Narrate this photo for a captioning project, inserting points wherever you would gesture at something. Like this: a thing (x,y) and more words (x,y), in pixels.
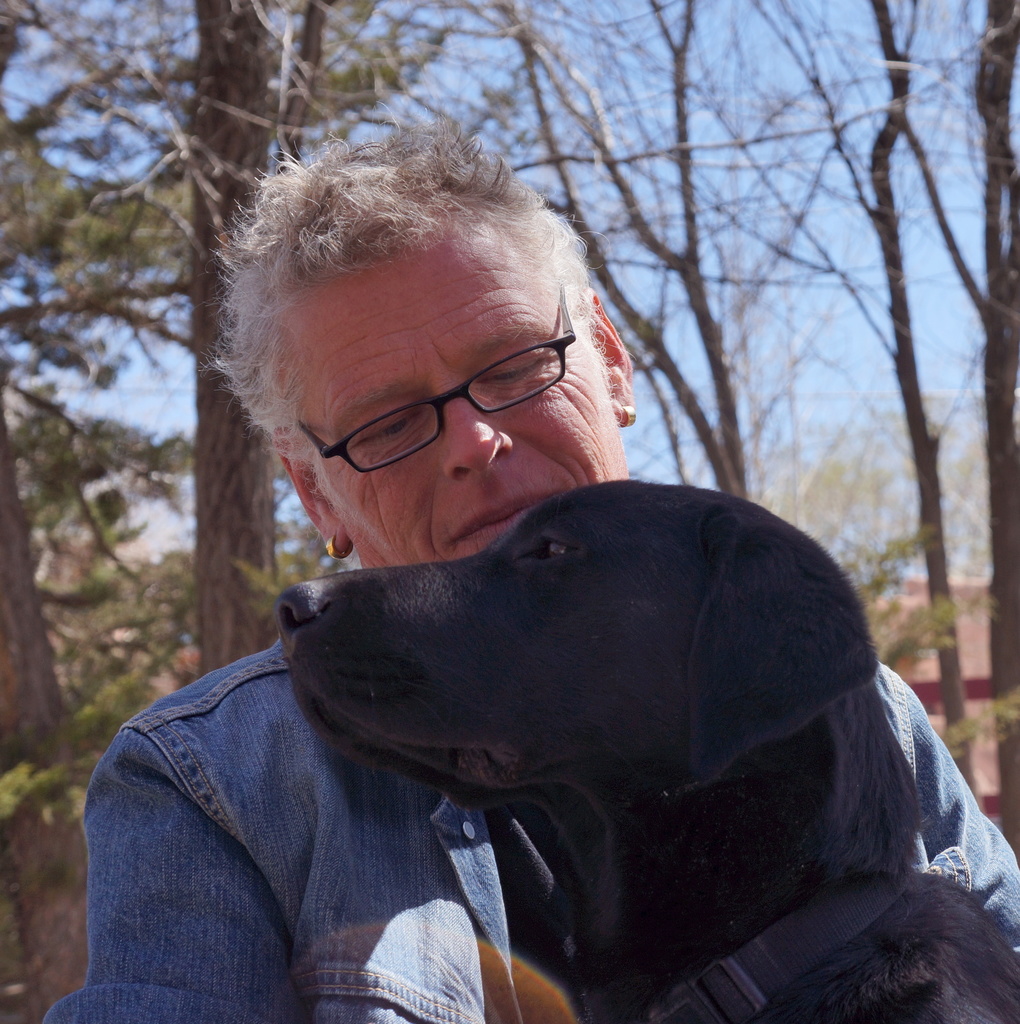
An old man (418,821) is holding a dog (582,737) it is in black colour behind him there are trees (854,297), building (969,618) and a sky (865,288).
